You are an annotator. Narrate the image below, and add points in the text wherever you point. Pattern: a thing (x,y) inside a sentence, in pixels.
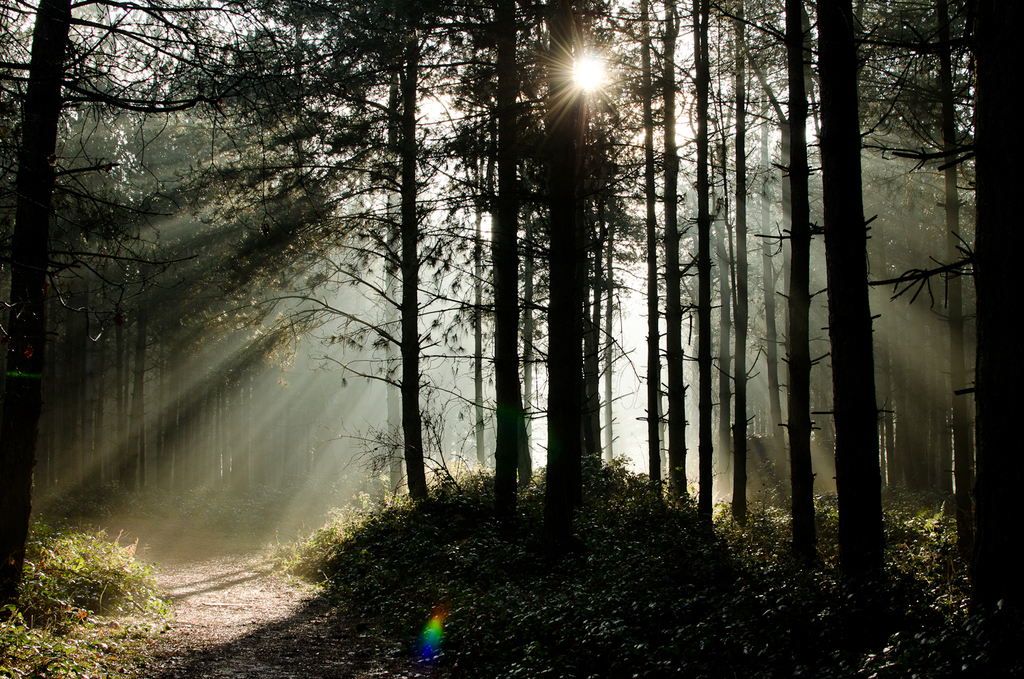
In this image I can see the grass (420,620). In the background (534,377), I can see the trees (987,370) and the sun (587,79).
